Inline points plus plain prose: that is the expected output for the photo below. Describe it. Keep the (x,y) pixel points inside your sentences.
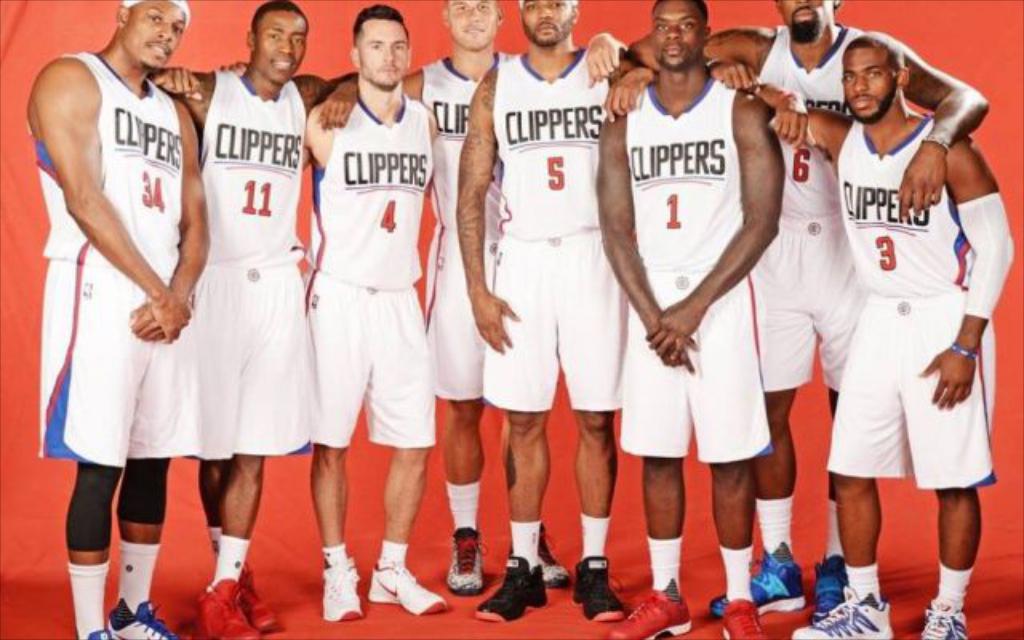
In this picture there are persons (294,225) standing and wearing a white colour shirts (291,226) with some text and numbers (804,171) written on it. In the background (997,90) there is a curtain (23,58) which is red in colour.
